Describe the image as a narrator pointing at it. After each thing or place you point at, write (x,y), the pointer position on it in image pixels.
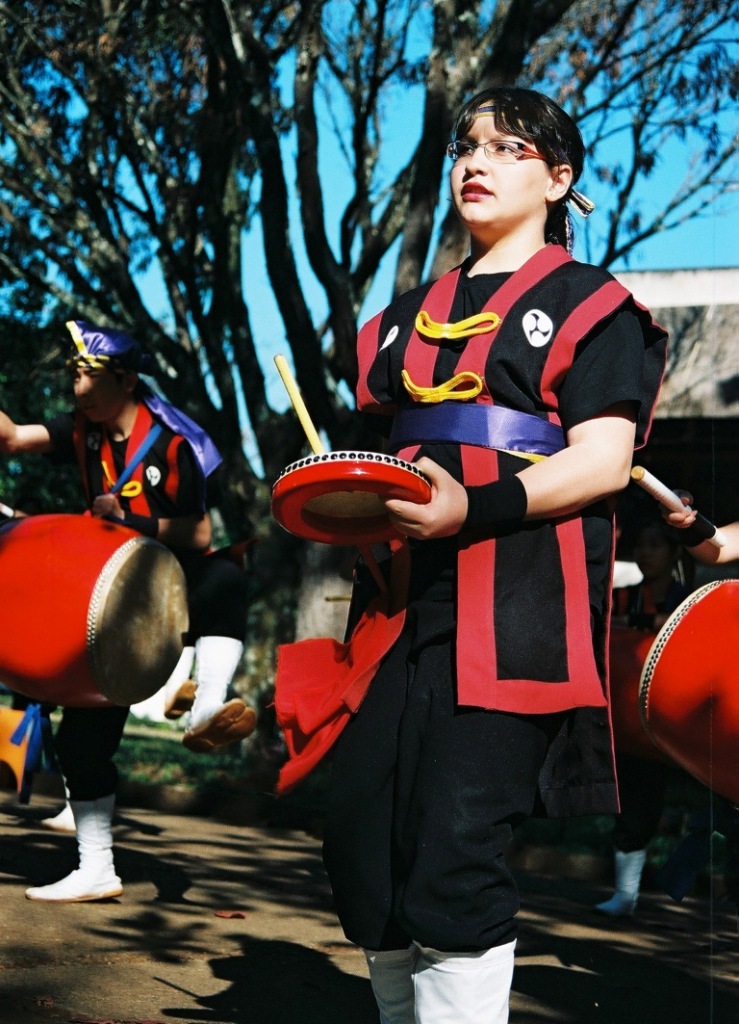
In this image we can see people (443,601) playing musical instruments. In the background of the image (268,412) there is a tree (288,420), house (720,296), sky (616,267). At the bottom of the image (180,976) there is road (171,966).
